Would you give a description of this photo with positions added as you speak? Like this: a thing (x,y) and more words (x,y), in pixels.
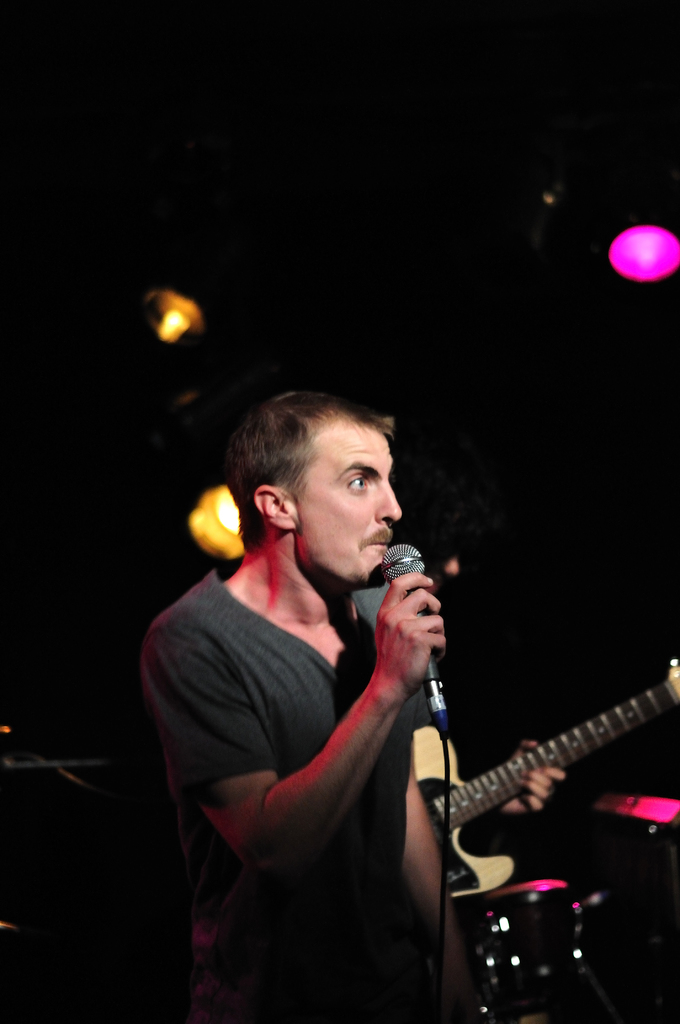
In this image we have a man (301,694) who is holding a microphone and talking. The man (201,774) is wearing a black color t-shirt (269,752) and holding a microphone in his hand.
